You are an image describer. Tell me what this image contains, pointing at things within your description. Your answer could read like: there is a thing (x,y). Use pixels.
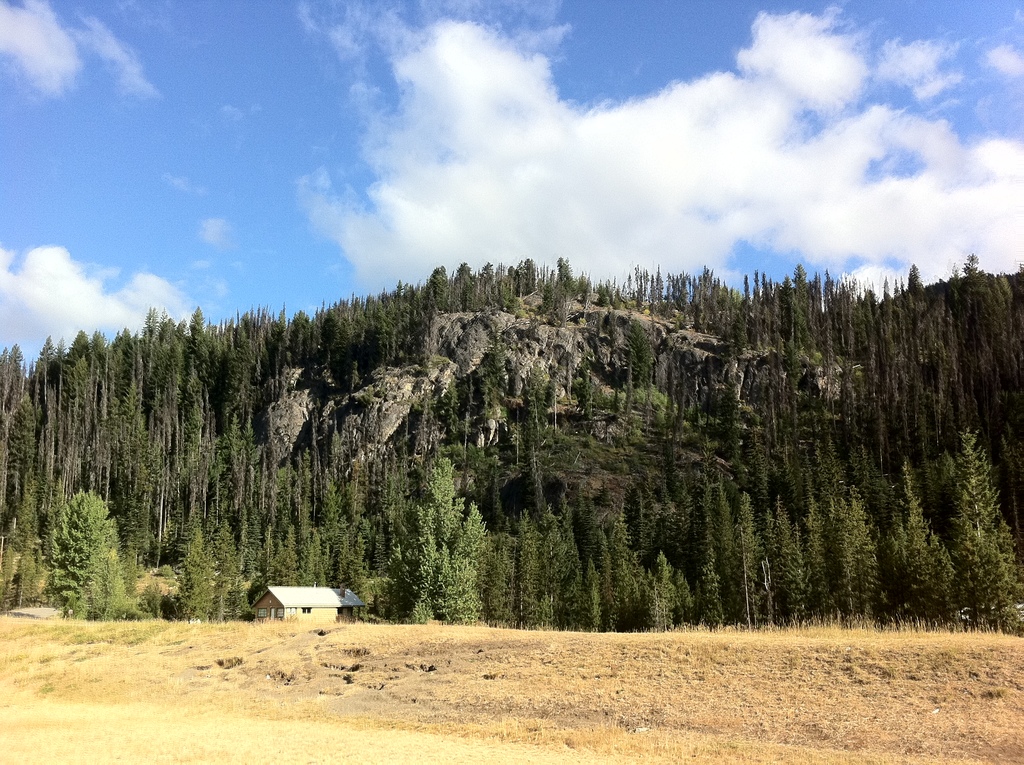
In the foreground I can see a house (331,595), grass (375,623), trees (462,598) and mountains (487,542). At the top (278,179) I can see the blue sky (490,178). This image is taken may be near the mountains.
